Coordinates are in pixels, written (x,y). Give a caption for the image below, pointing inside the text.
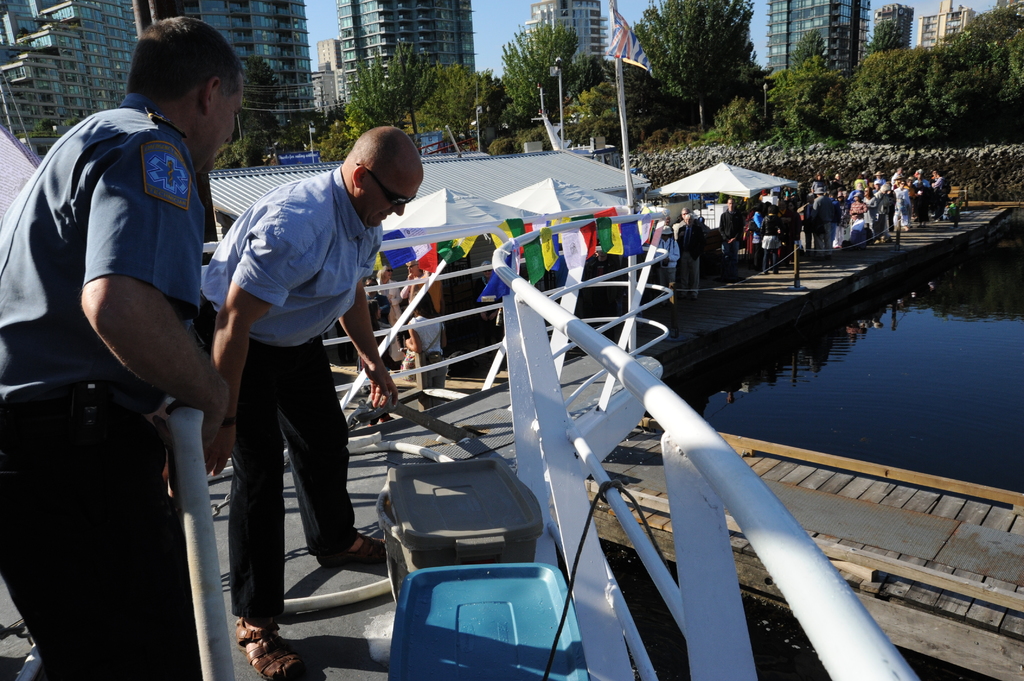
In this image we can see many buildings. There are many people (758,226) in the image. There are few tents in the image. There are many flags (544,260) in the image. We can see the reflection (832,335) of trees (662,45) and few people (862,332) on the water surface (889,327). There is a lake (945,384) in the image. There is a barrier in the image. We can see many flags (530,271). There are few objects (502,595) in the image. There are few poles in the image.
